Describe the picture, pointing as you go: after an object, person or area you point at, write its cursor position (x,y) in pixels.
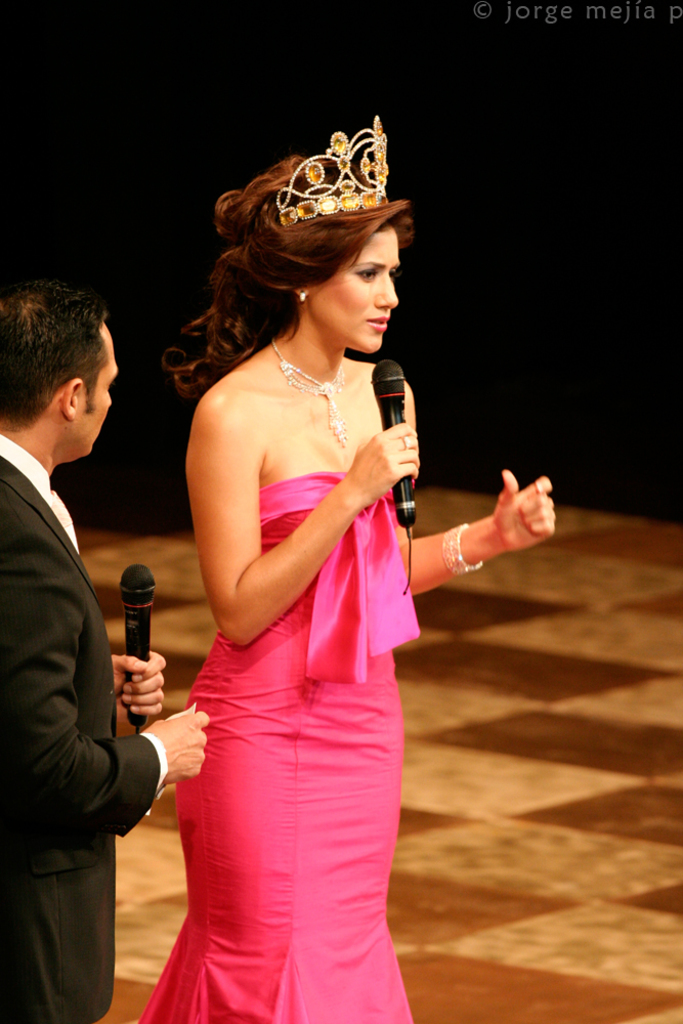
In this picture we can see a man (20,455) and woman (257,475), they both are holding microphones (400,399) and we can see dark background (403,327), in the top right hand corner (638,4) we can see some text (615,7).
